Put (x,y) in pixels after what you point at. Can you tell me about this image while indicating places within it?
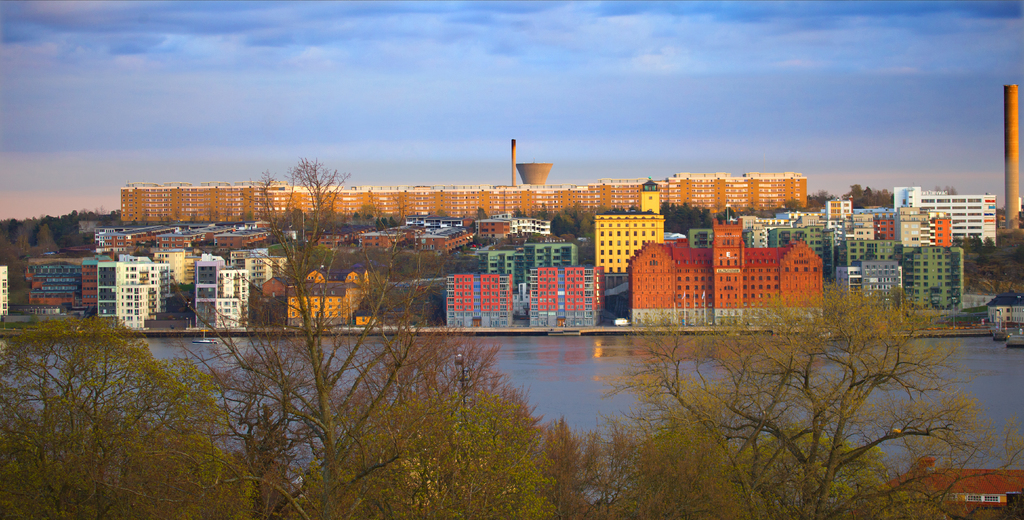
In this image in the foreground (886,373) there are some trees (600,474) and in the middle (656,289) there are some buildings (229,234) and the background (670,101) is the sky (595,92).
